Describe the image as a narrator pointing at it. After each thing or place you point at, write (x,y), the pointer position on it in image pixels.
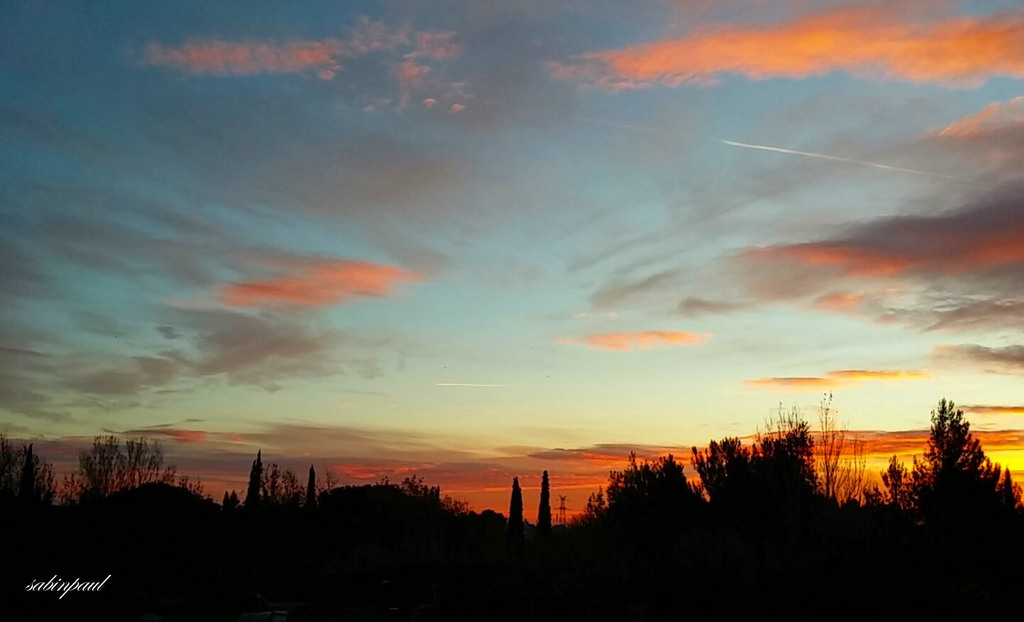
In this image we can see the plants (621,488). And we can see the clouds (374,267) in the sky (97,372). And we can see a watermark (74,587) on the left side (50,590).
